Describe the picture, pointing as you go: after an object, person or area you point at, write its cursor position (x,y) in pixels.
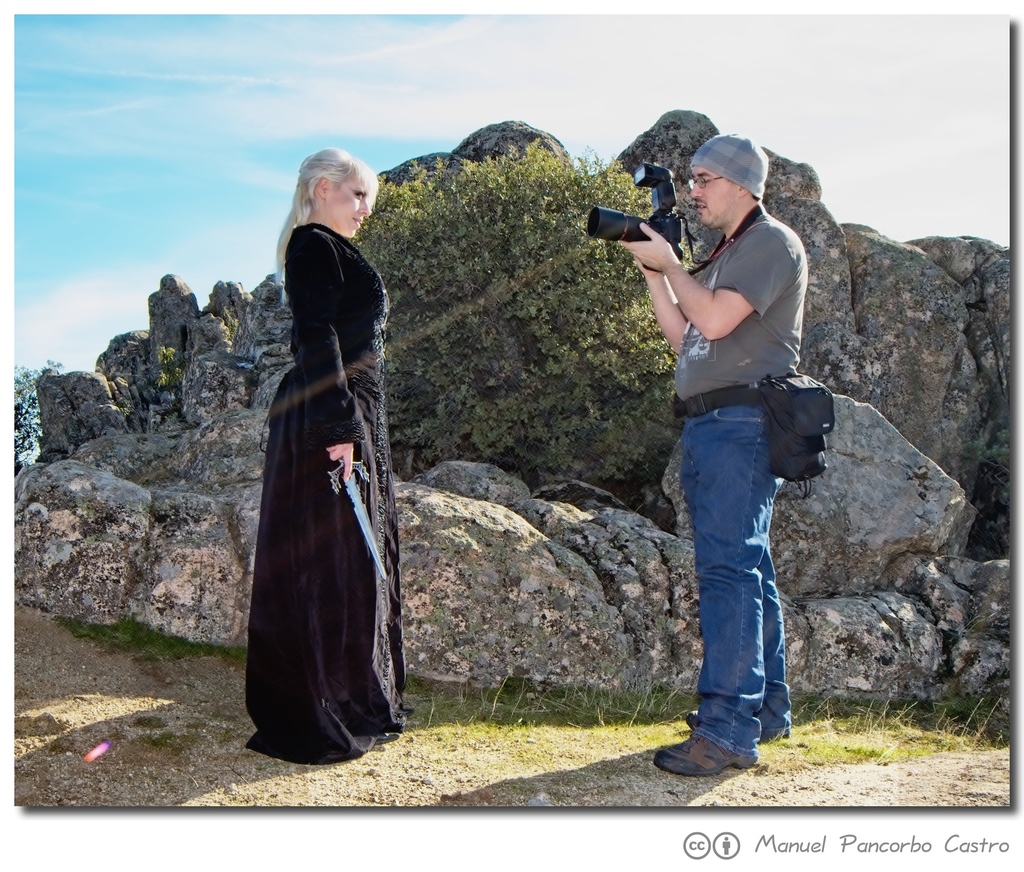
In this picture there is a lady (327,684) on the left side of the image (324,306), by holding a sword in her hand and there is a man (721,638) who is standing in front of her, by holding a camera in his hands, there is greenery (486,300) in the image and there are rocks (981,332) in the background area of the image (947,305).
